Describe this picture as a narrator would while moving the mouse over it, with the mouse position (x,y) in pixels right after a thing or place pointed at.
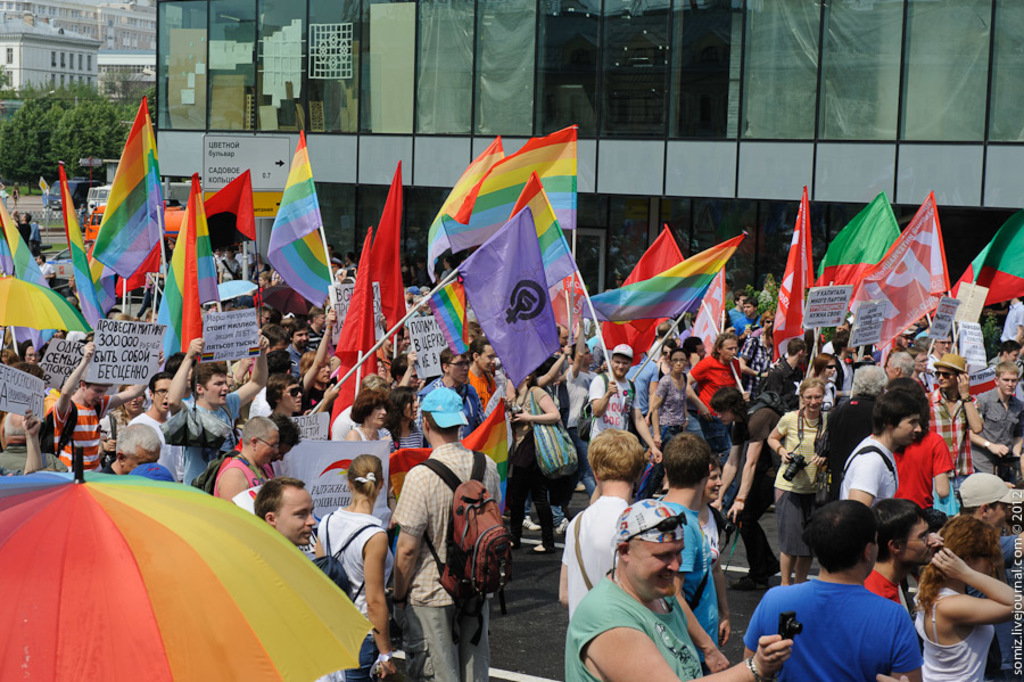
In this image we can see there are few people (455,448) walking on the road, in them, some are holding flags (360,335) and some are holding posters (136,355) with some text (126,345). In the background (412,76) there are buildings (85,72) and trees (43,125).
